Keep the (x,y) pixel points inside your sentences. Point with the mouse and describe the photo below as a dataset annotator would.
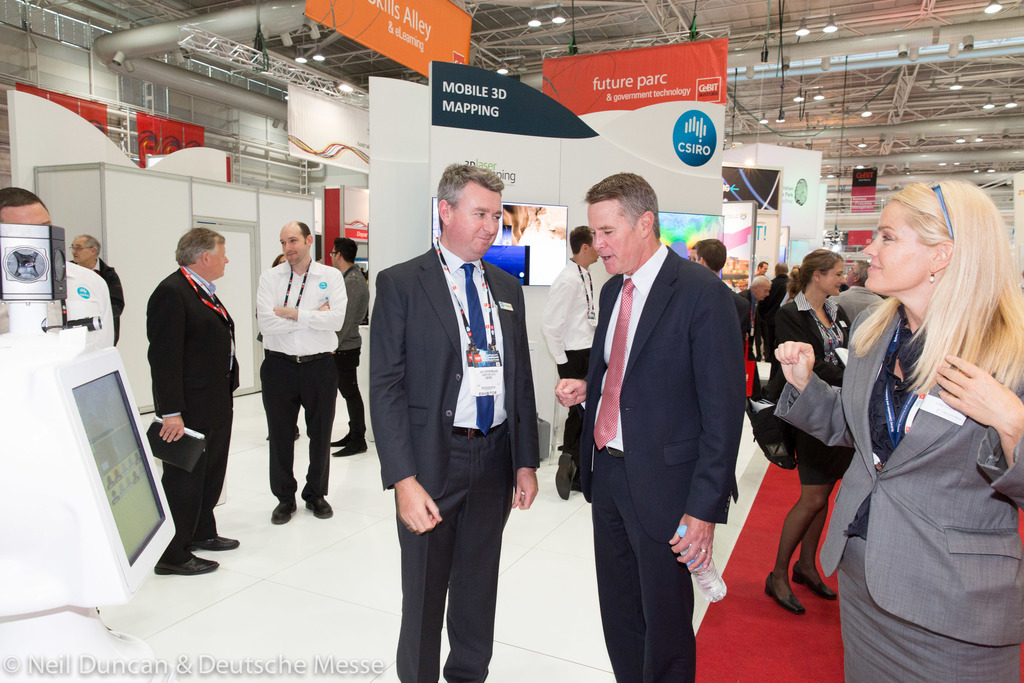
In this image there are people (570,302) standing on a floor (393,658), on the left side (93,486) there is a monitor (144,465), in the background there are some monitors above that there is some text (611,83), at the top (851,61) there are rods (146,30) and a roof (849,89), in the bottom left (112,661) there is text (210,672).
